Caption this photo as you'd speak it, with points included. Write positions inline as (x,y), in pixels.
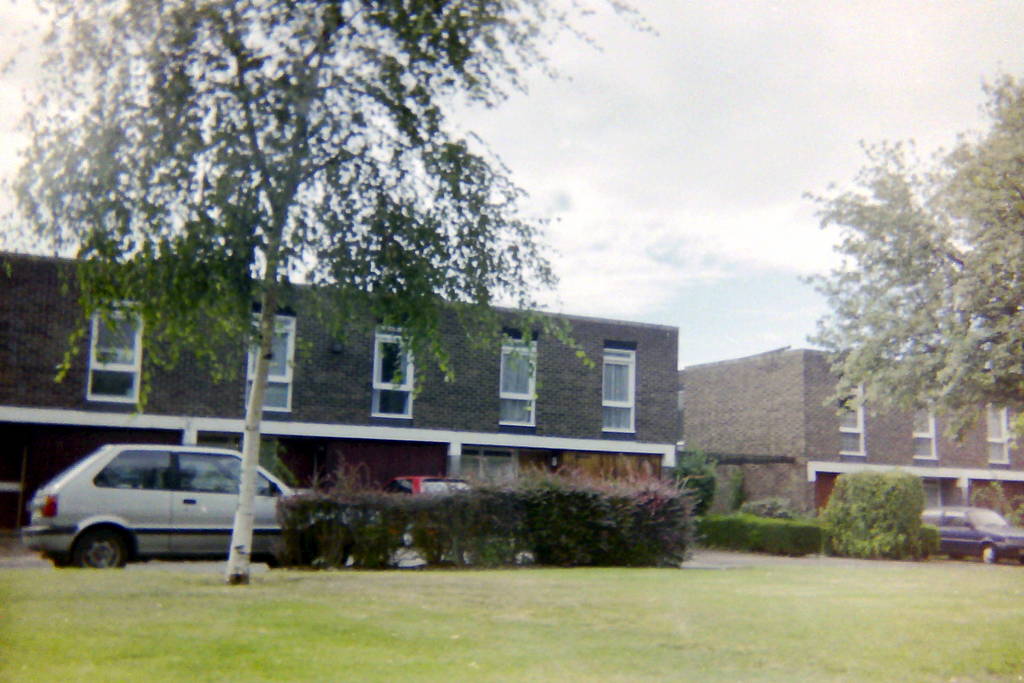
In this image there are vehicles (202,498) on the road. There are plants (583,560) and trees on the grassland (619,635). Background (479,432) there are buildings (495,428). Top of the image (686,189) there is sky (693,214).
